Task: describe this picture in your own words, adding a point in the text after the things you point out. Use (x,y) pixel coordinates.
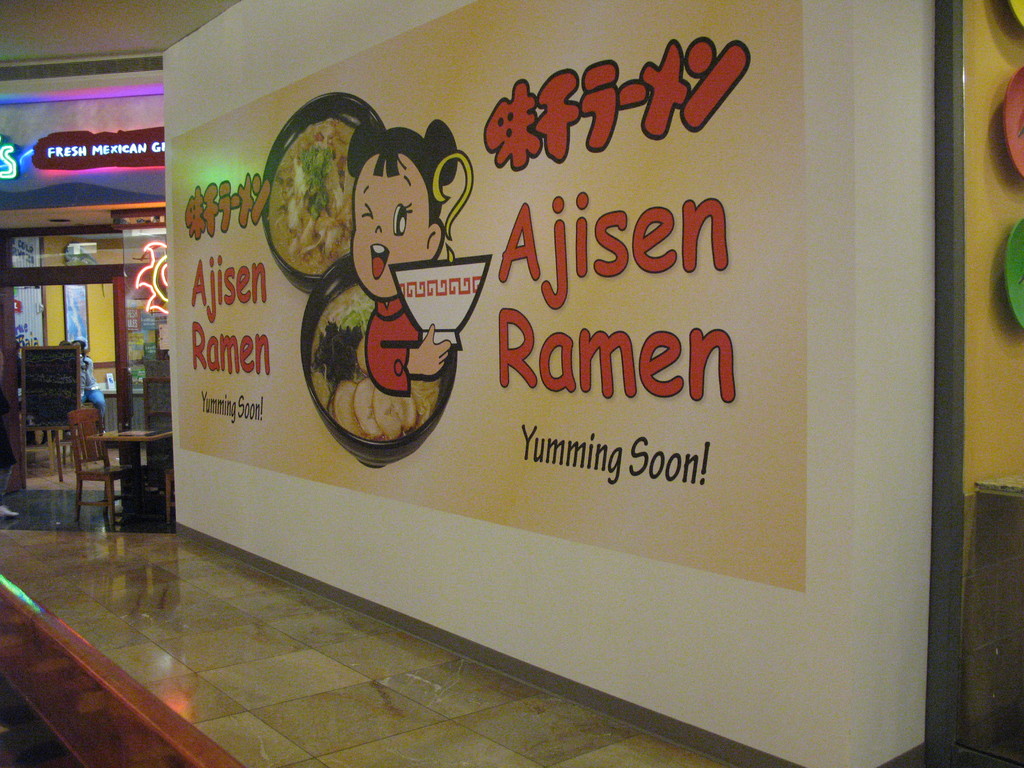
In this picture we can see hoarding (566,185) and colorful objects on the wall (823,179) and we can see floor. We can see chairs (81,434) and table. In the background (63,153) we can see boards (58,361), glass (129,353), person (93,395), lights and frames (77,325) on the wall (92,299).
